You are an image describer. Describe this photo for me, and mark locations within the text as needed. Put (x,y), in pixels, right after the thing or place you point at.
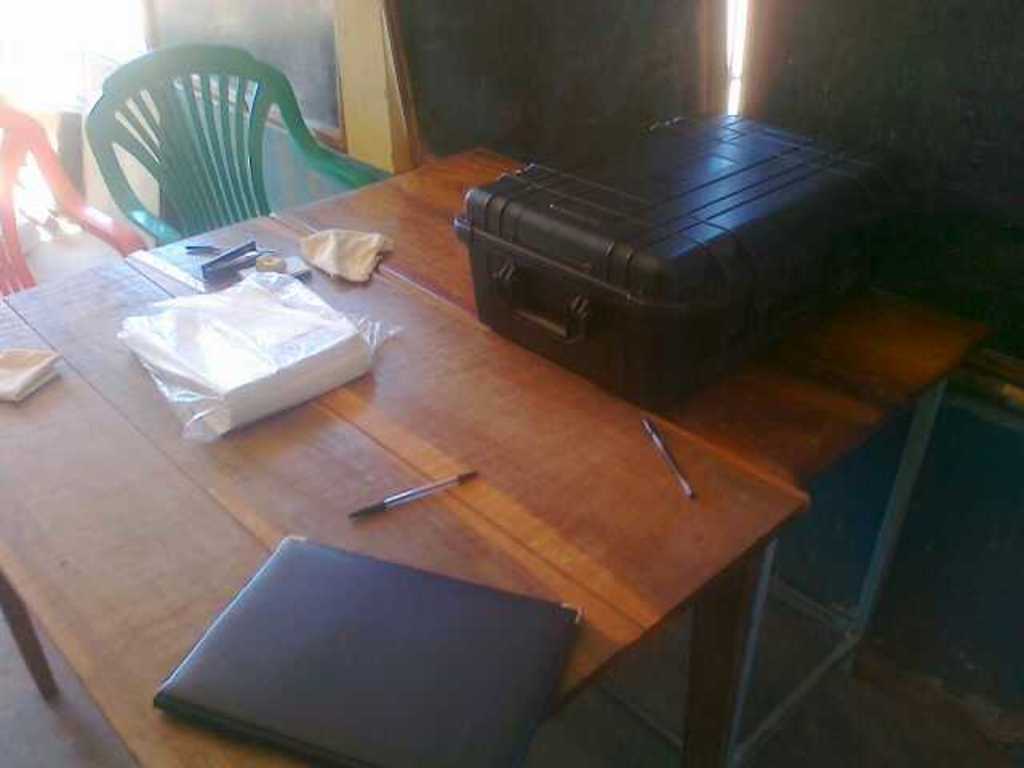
In the image we can see there is a table (595,518) on which there is a suitcase (562,340), booklet (251,369), pen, file (438,651) and there is a chair (209,210).
